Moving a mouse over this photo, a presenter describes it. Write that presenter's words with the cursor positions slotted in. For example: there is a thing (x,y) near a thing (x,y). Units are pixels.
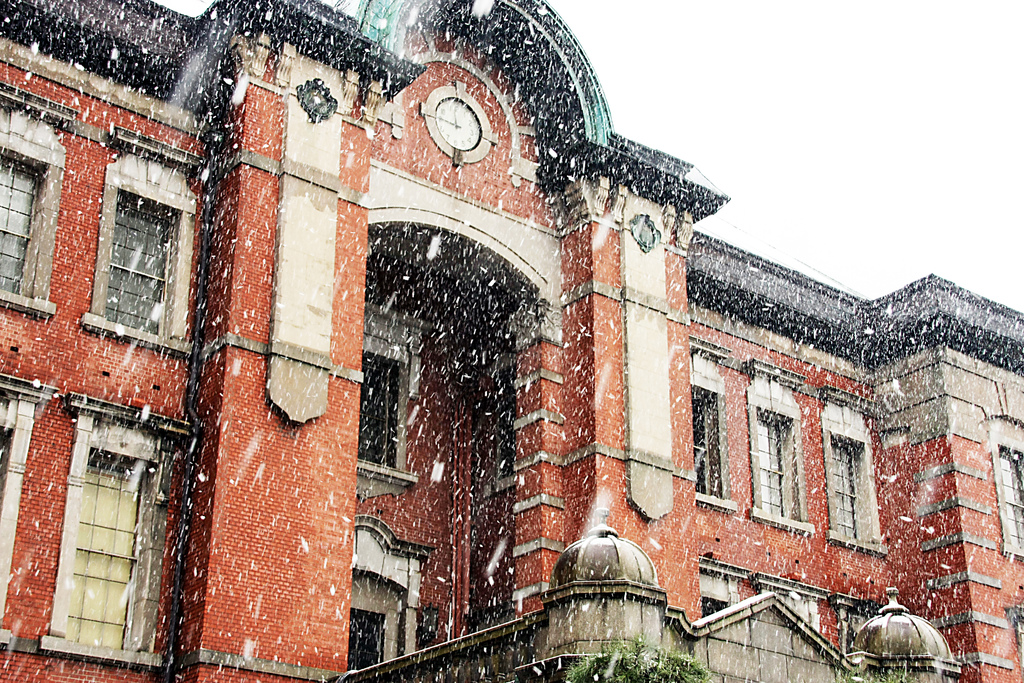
In this image, we can see a building (469,421), brick walls (321,537), glass windows (1015,453) and clock (450,117). At the bottom (672,674), we can see tree leaves (702,673). Here we can see snow (910,519) is falling.
